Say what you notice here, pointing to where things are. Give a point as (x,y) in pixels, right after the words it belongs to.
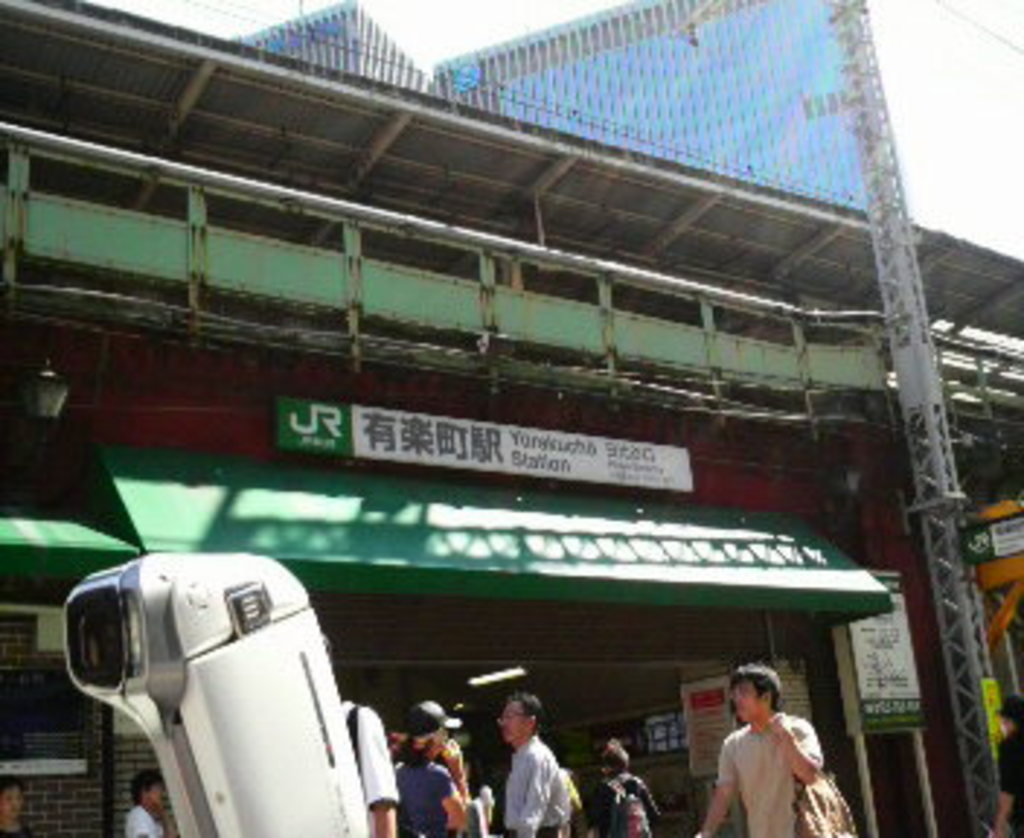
In this image, we can see persons (805,721) wearing clothes (549,810). There is a building (418,621) in the middle of the image (349,509). There is a pole (898,389) on the right side of the image (926,457). There is a machine (253,620) in the bottom left of the image (281,744).
